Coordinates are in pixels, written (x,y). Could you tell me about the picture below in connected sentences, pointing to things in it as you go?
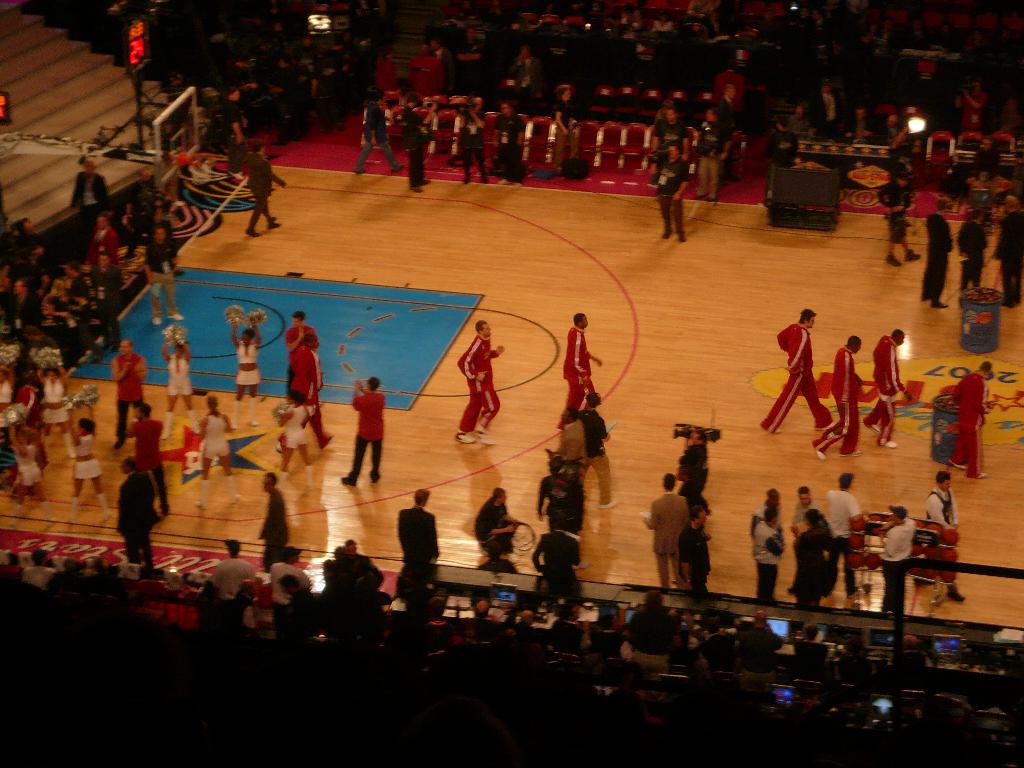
In this image we can see a few people (782,418) on the basketball court (395,441). At the top (719,1) we can see a group of people (719,1) sitting on the chairs (401,106) and few people (417,136) taking videos. At the bottom (202,581) we can see few people (908,647) and electronic gadgets (887,643) on a table (1010,659). On the left side (196,162), we can see a basketball goal (122,153) and a board (129,41) with digital text (136,37).
